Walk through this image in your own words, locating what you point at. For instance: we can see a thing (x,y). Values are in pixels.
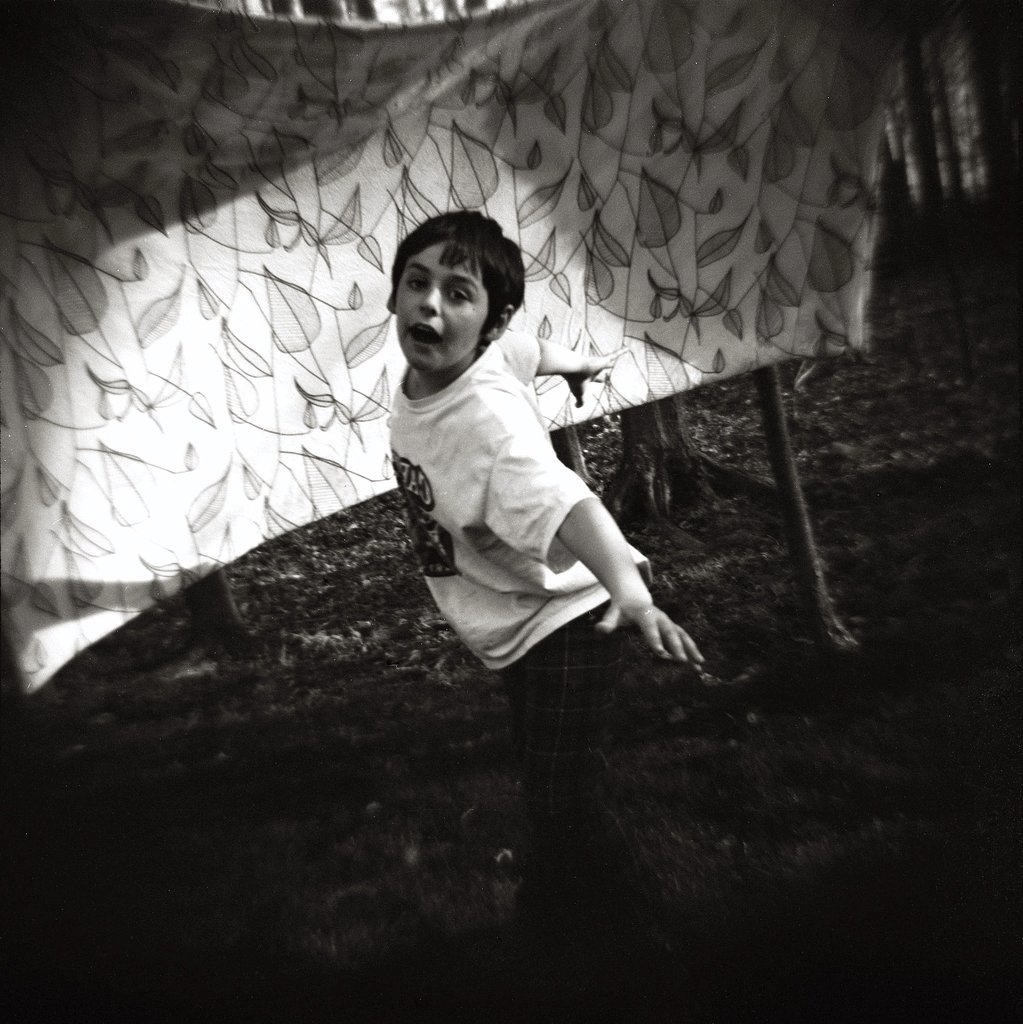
It is a black and white picture. In the picture we can see a boy (416,535) and a pole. In the background (517,128) we can see a cloth (582,220).
